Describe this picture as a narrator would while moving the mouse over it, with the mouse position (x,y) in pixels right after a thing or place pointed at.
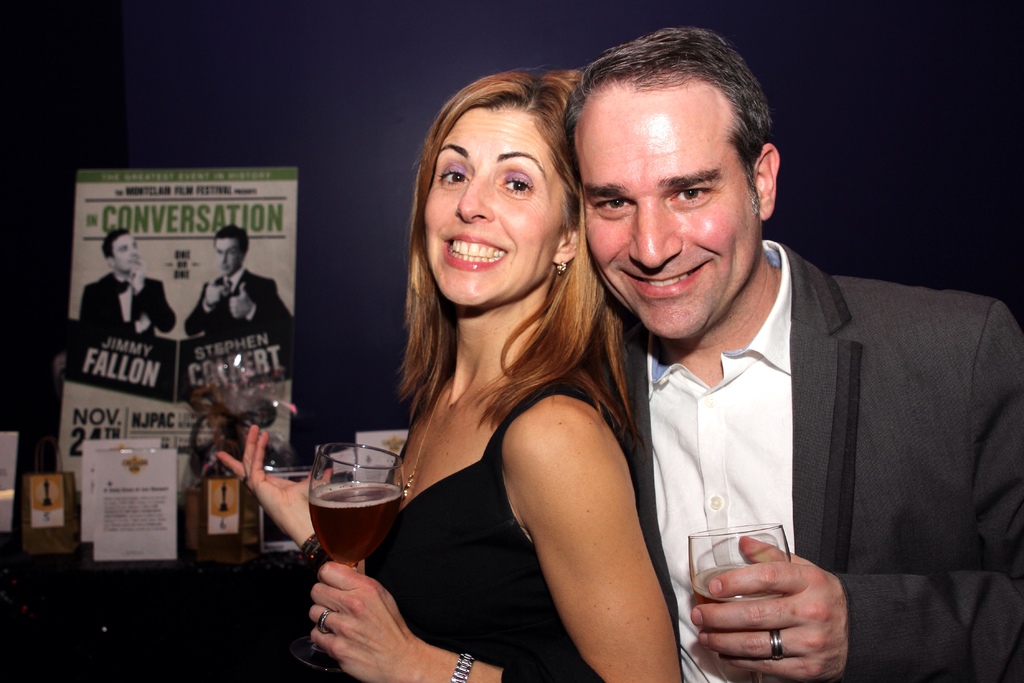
In this image I can see two persons (683,43) are standing on the floor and holding a glass (360,530) in hand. In the background (70,455) I can see a wall (146,80), magazines (140,268) and boards (104,499) on the table (113,589). This image is taken during night.
